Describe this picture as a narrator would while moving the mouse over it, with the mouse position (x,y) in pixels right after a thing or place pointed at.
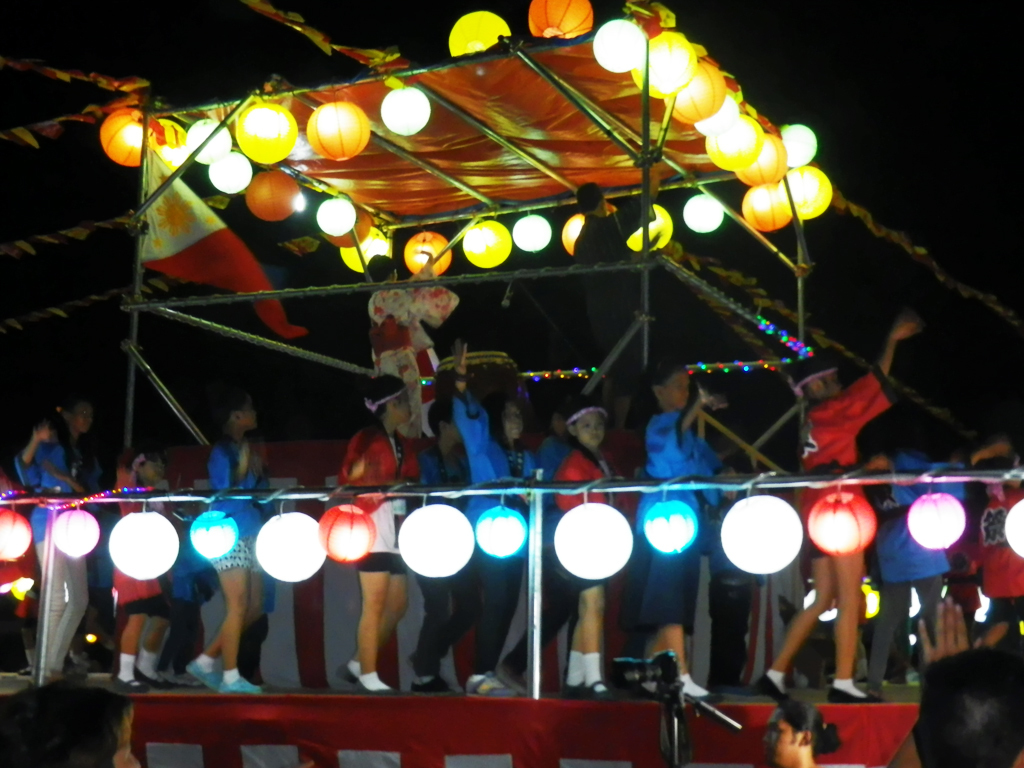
This picture seems to be clicked outside. In the center (519,431) we can see the group of persons (551,449) and we can see the paper lamps (356,519) hanging on the metal rods (204,147), we can see the decoration lights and some other objects (456,207).
